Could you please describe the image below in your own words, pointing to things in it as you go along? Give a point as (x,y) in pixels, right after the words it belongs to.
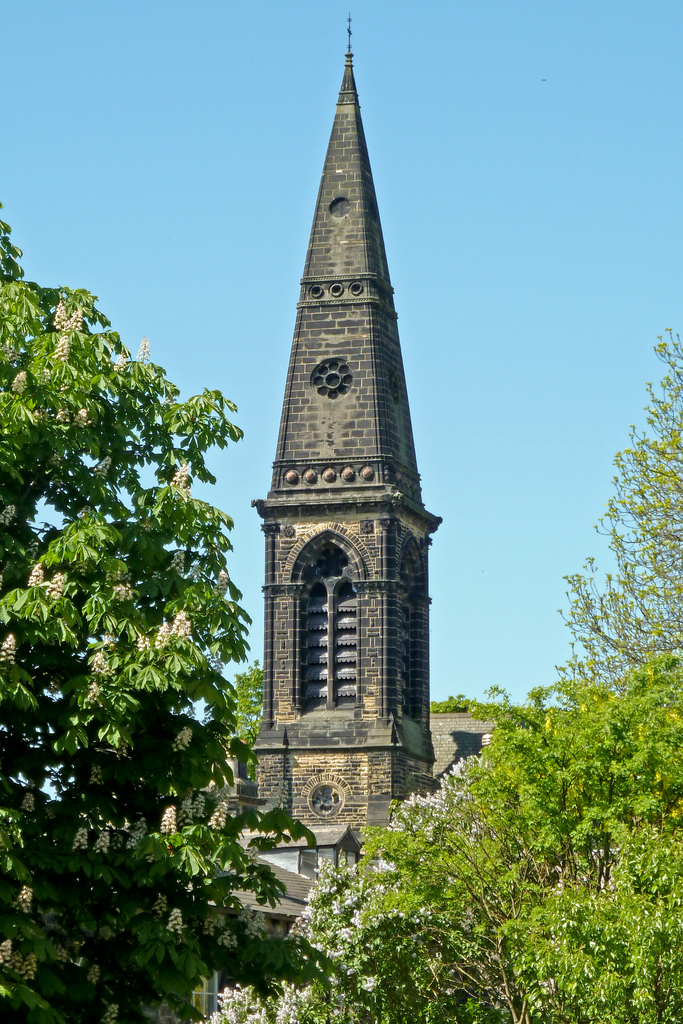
In this image I can see trees (446,811), tower (373,419) and the sky (415,432). This image is taken may be during a day.
